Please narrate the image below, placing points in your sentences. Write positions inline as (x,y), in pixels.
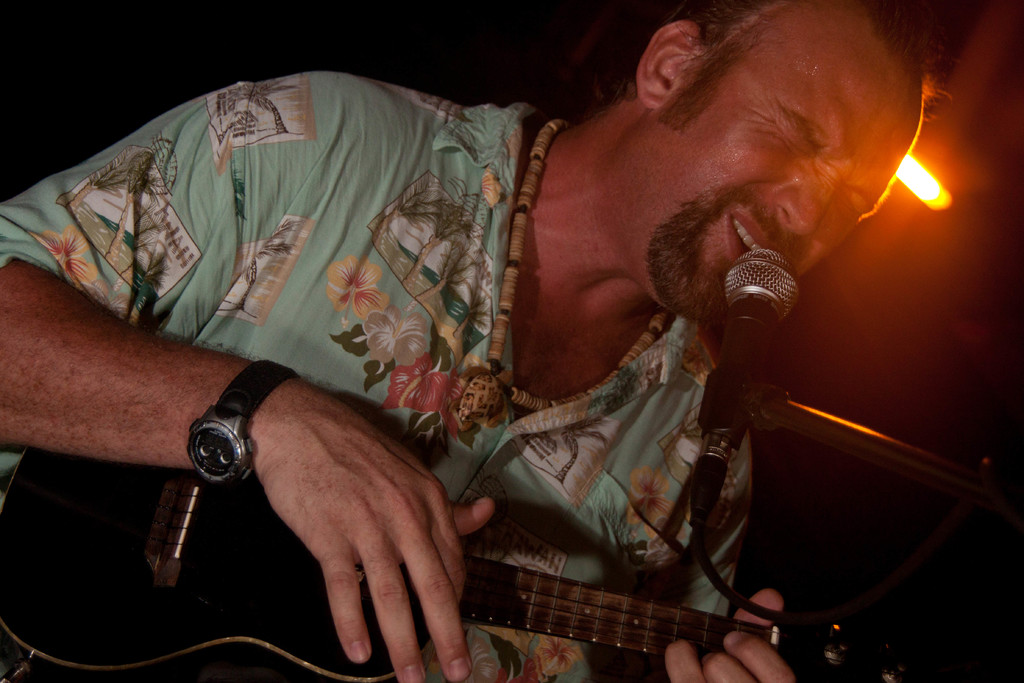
In the image there is a man (583,225) playing guitar (600,626) and singing on mic (764,348) and behind him there is a light (933,200).
